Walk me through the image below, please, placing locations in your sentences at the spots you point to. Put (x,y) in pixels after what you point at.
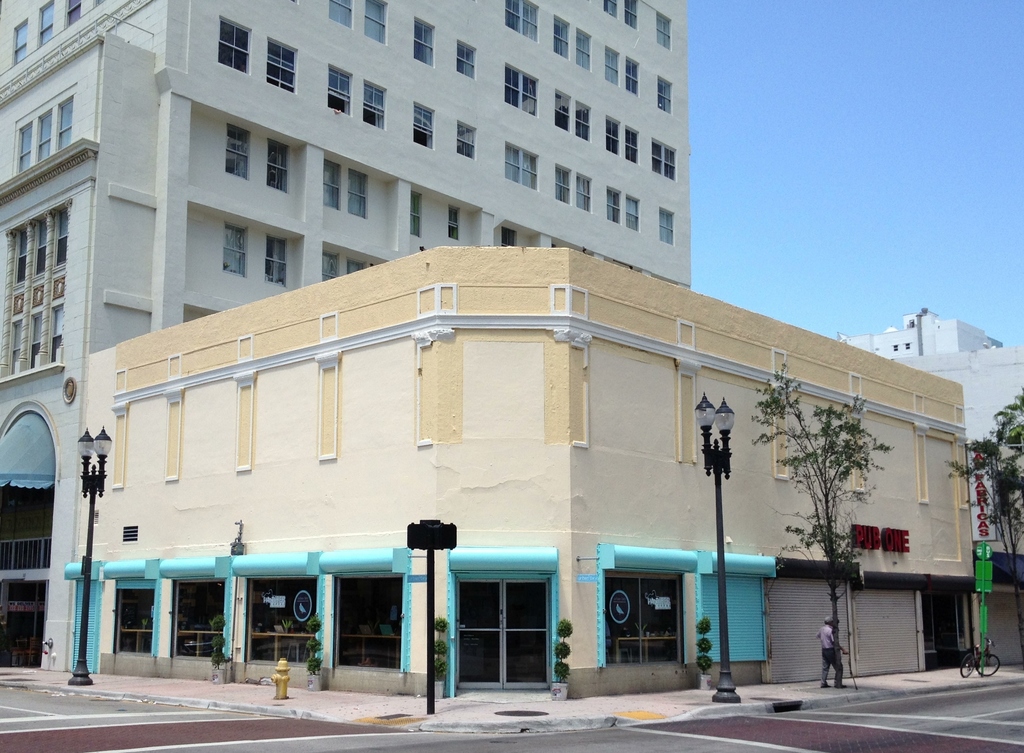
In this picture we can see the road (469,739), footpath (408,707), hydrant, person (831,633), bicycle (963,660), poles (724,640), plants (563,638), shutters (782,644), buildings (402,457) with windows (679,645), some objects (875,530) and in the background (830,223) we can see the sky (817,187).
